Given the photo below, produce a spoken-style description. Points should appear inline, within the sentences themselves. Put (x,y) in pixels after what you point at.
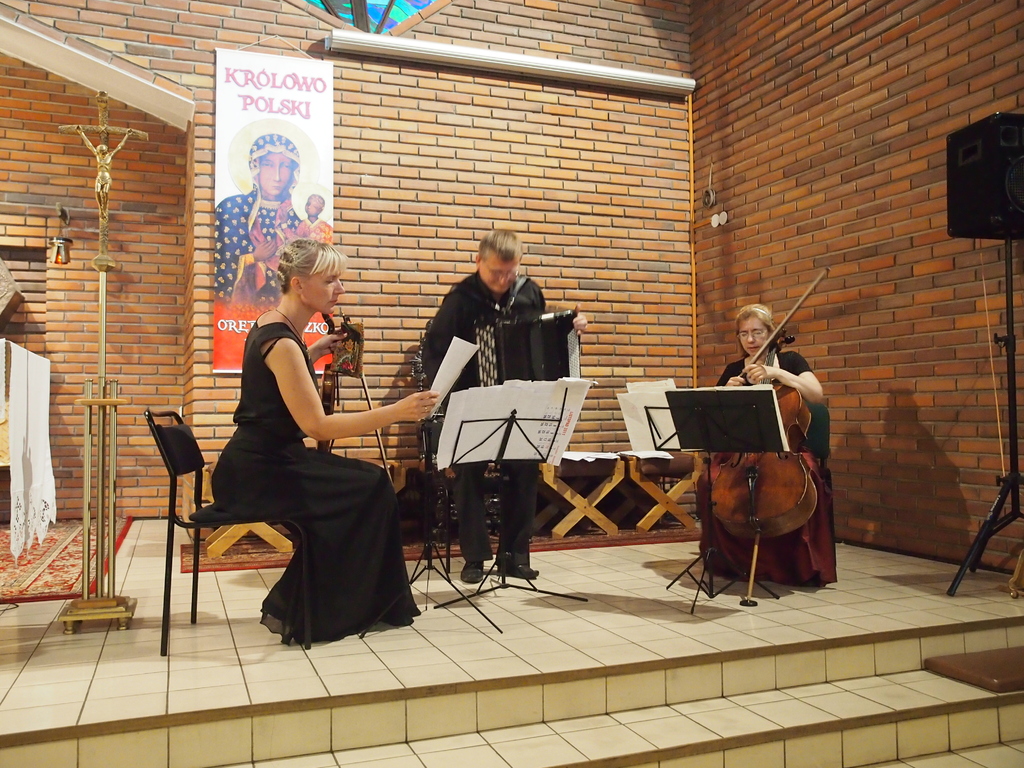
In the middle of the image (365,502) few people (322,257) are sitting and holding some musical instruments (799,412) in their hands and there are some chairs (186,449). Behind them there is a wall (449,182) on the wall (214,130) there is a banner (298,163). Top right side of the image (962,181) there is a speaker (1009,192). Bottom of the image (901,691) there are some steps (795,650).
